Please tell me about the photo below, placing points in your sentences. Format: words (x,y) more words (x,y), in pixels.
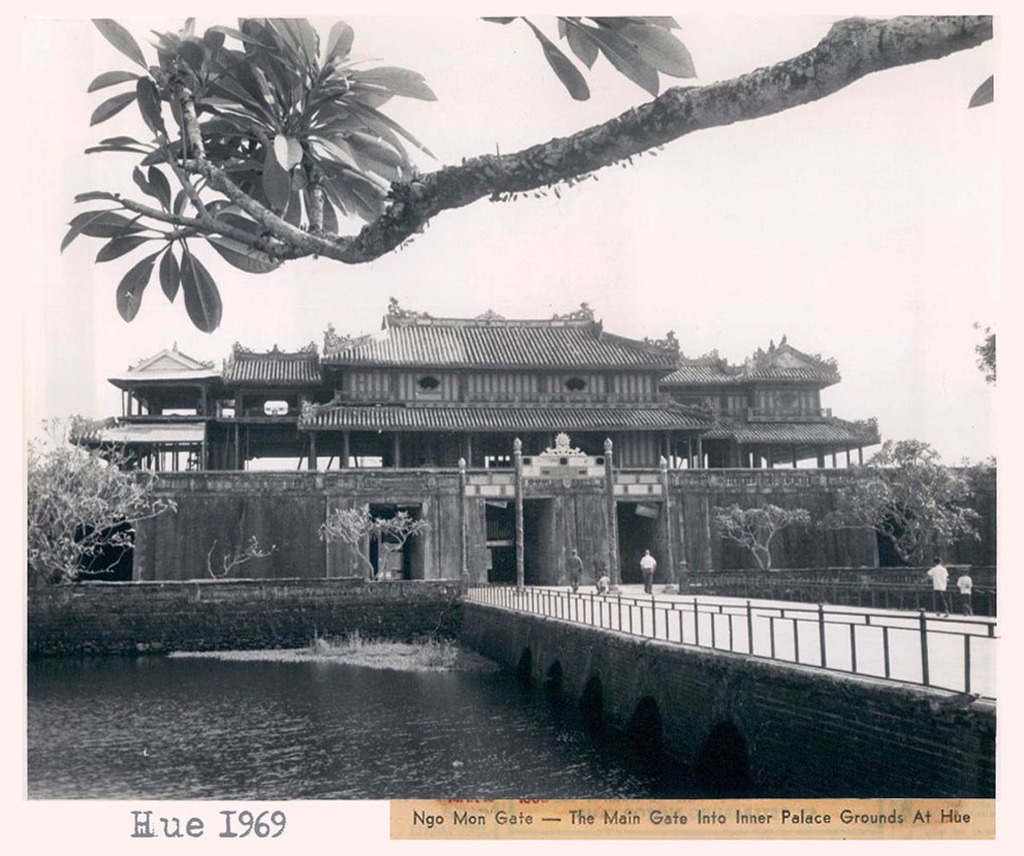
In this picture there is a building (551,436) and there is a bridge (685,616) in front of it and there is water (498,770) under it.
